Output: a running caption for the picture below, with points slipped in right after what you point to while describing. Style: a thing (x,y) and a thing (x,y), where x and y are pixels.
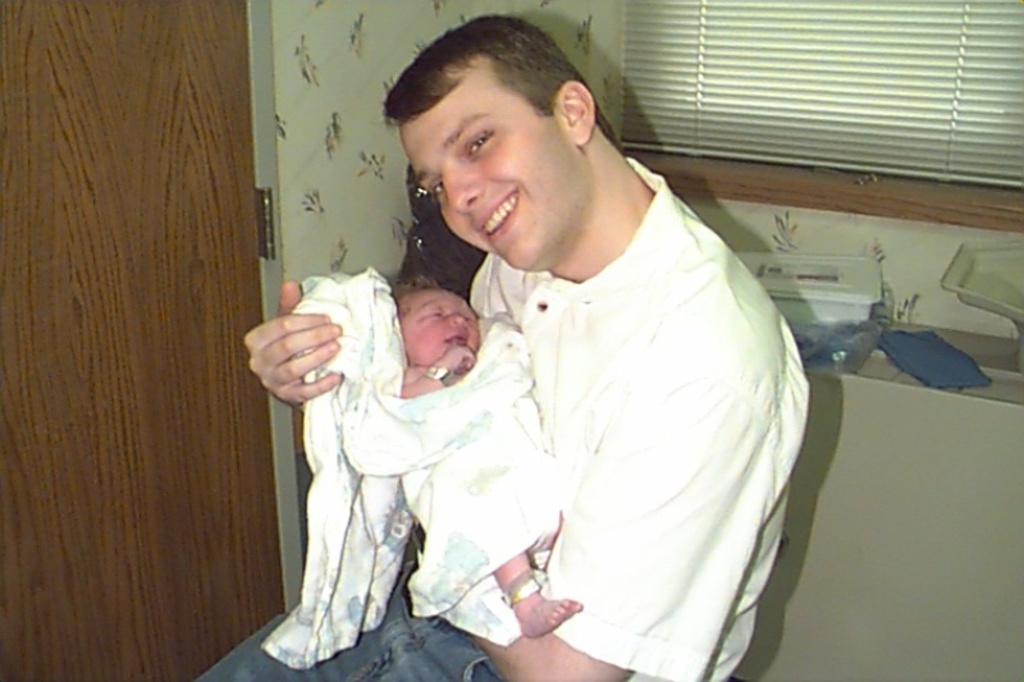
In this image there is a man (595,546) sitting. He is holding an infant (410,392) in his hand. Behind him there are window blinds (650,65) to the wall (587,42). Near to the window (820,192) there are a few objects (904,340). To the left (148,301) there is a door (154,282) to the wall (300,187).
